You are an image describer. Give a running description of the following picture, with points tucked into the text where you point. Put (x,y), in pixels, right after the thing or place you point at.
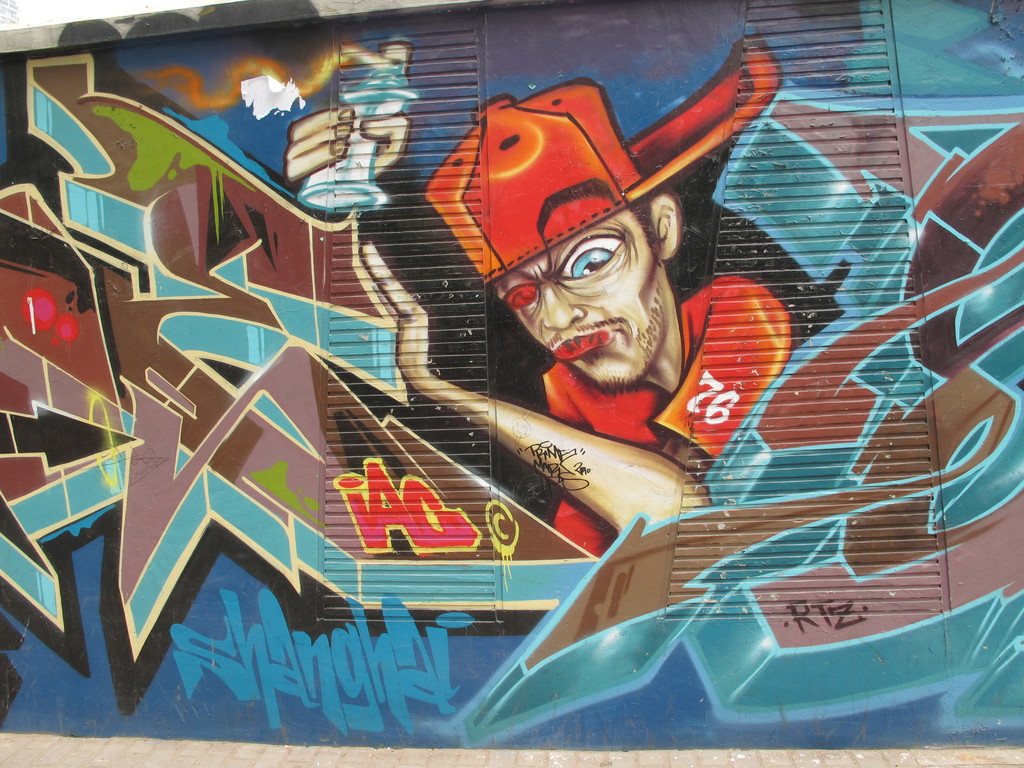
In this image there is a wall (228,478) and we can see graffiti (527,433) on the wall (390,453).
